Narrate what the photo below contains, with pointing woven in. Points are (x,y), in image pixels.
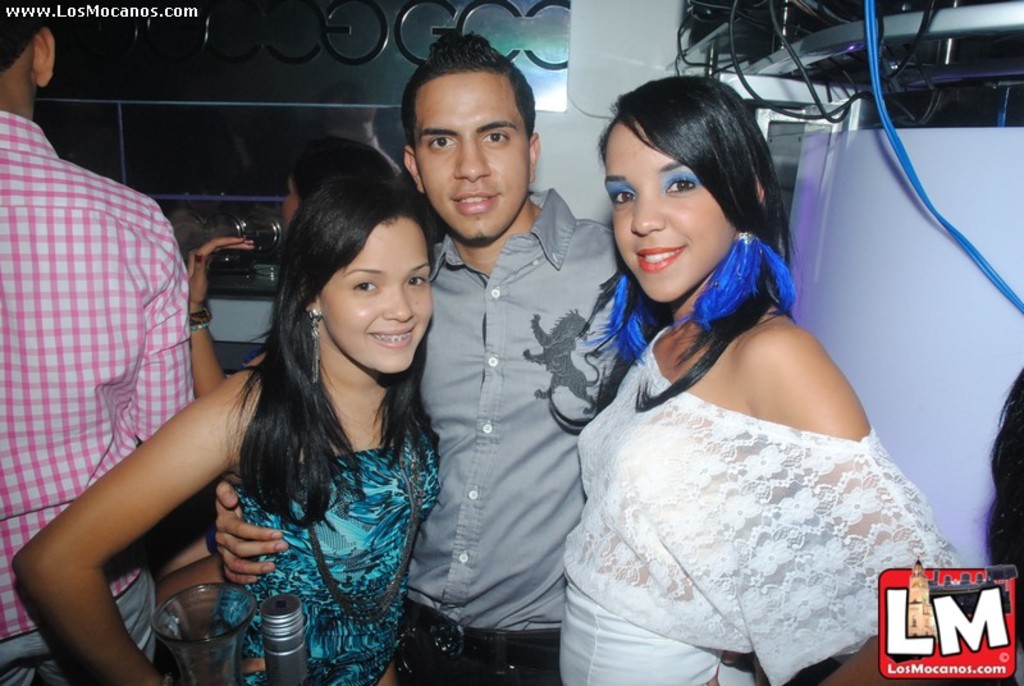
This picture shows couple of people (340,368) standing and we see a bottle (263,648) and a glass (221,624) and we see smile on their faces (325,292) and we see a metal wall (370,130).
